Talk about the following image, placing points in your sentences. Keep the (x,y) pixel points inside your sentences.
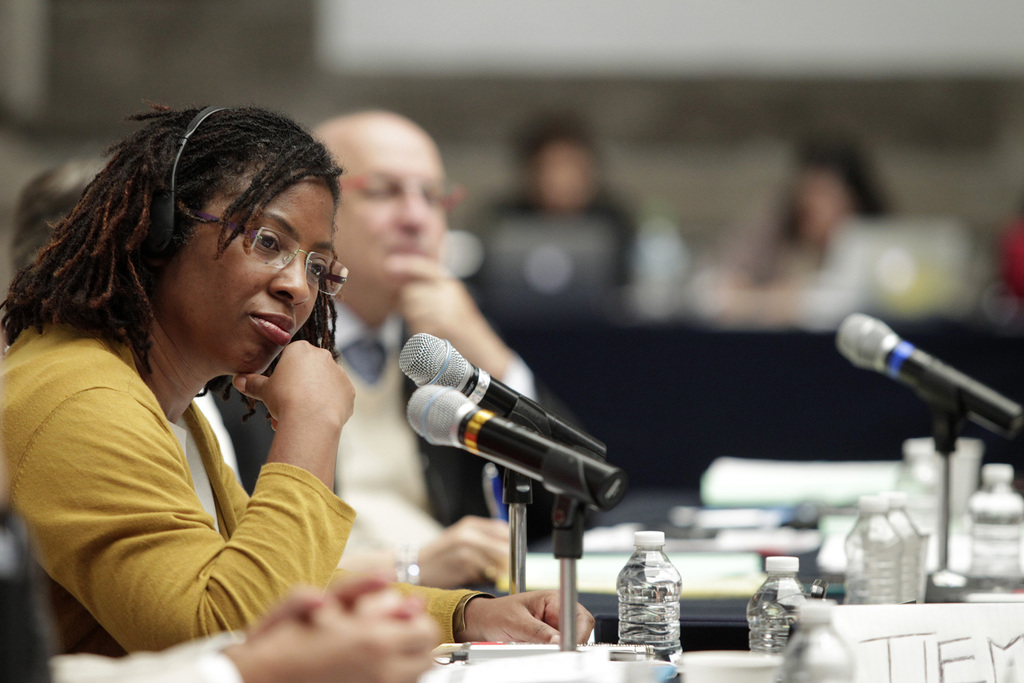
This picture might be taken inside a conference hall (643,167). In this image, on the left side (292,229), we can see a group of people (475,325) sitting on the chair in front of the table (728,597). On that table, we can see some microphones (543,407), water bottle (875,528). In the background (616,240), we can also see a group of people (816,224) sitting on the chair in front of the table (811,345) and a white color board (618,24).
